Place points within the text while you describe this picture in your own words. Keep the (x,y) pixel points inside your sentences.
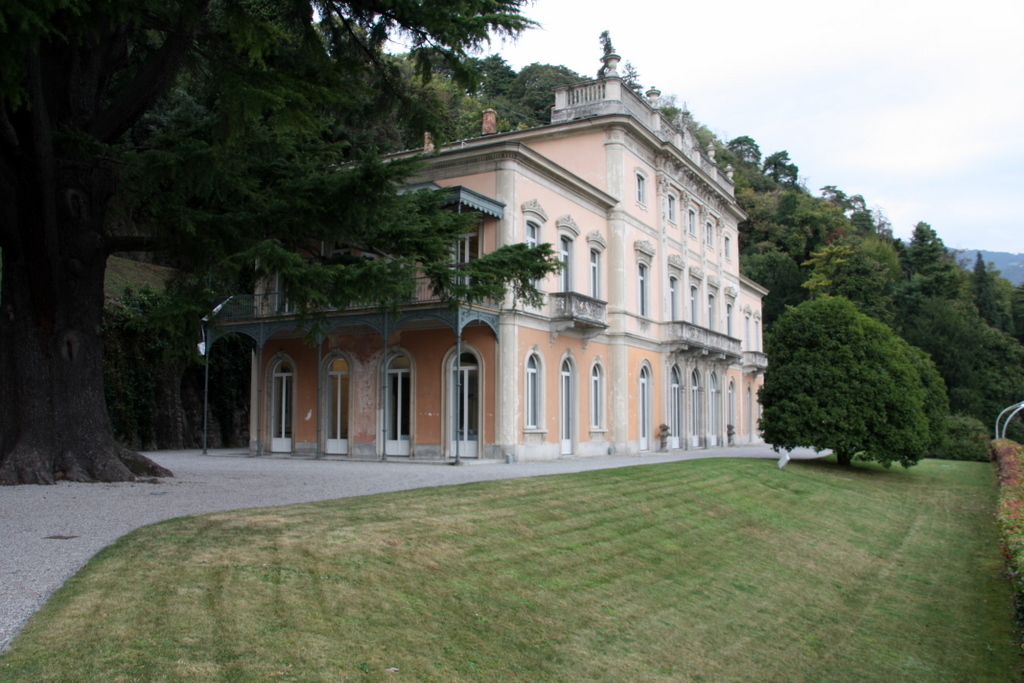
On the right side (1004,502), there are plants (1004,502), there is a tree (831,353) and grass (873,537) on the ground (821,590). On the left side (86,562), there is a tree (55,353) on a dry land (187,485). In the background (408,446), there is a building (672,282) having windows (337,375), there are trees (947,315) on a hill (994,274), there is a mountain (994,274) and there are clouds (771,50) in the sky (652,16).
